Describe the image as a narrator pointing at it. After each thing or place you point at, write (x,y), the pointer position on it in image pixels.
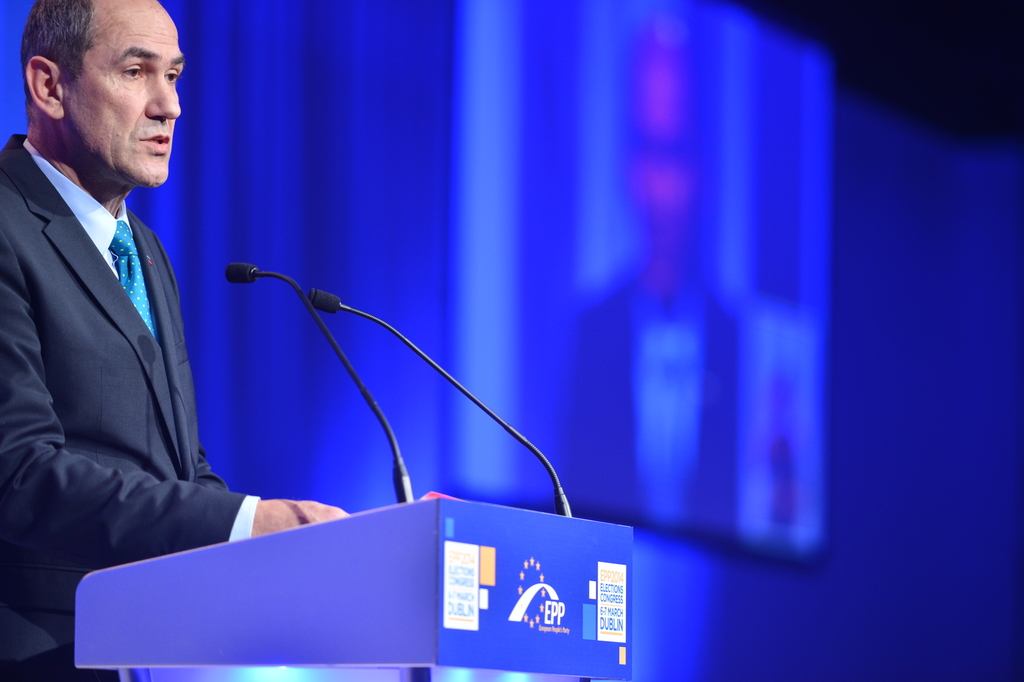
In this picture there is a person (41,518) standing behind the podium (433,555) and he is talking and there are microphones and there is a text (454,609) on the podium (348,579). At the back (700,69) there is a screen (688,362) and there is a person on the screen (659,211).
